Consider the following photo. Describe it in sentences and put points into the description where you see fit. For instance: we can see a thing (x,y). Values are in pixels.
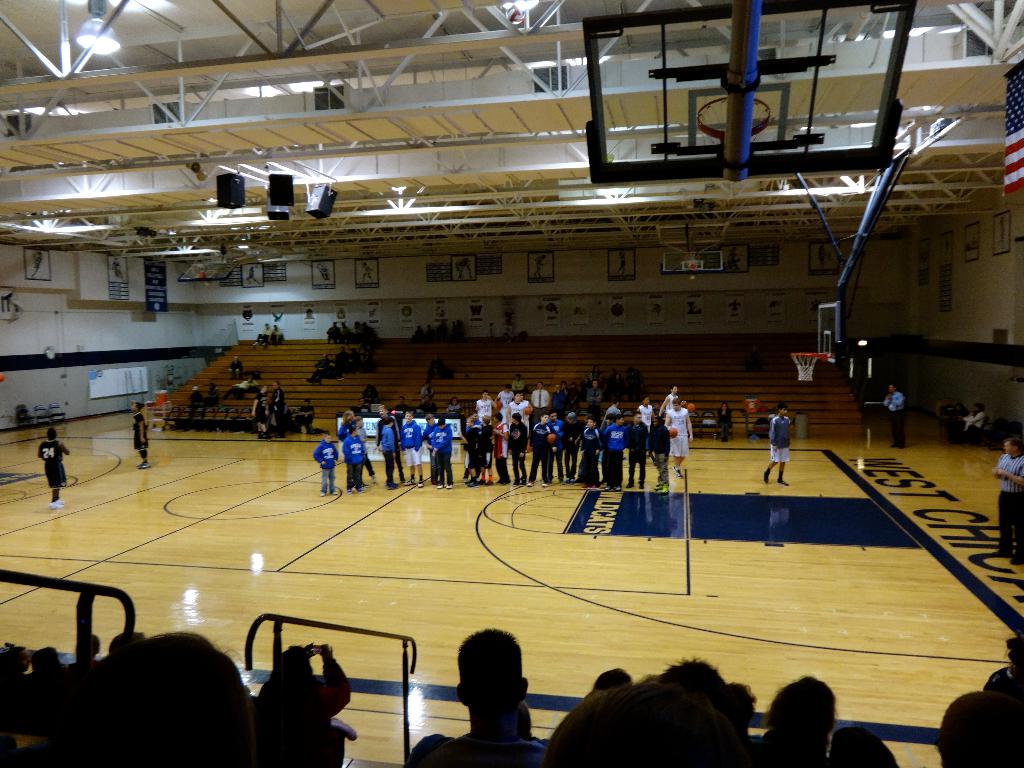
In this picture we can see a group of people (797,749) where some are standing on the ground (173,456) and some are sitting on steps (630,355), basketball hoop (799,359), rods (176,123), speakers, flag (1022,79), lights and in the background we can see posters (123,274) on the wall (343,282).
